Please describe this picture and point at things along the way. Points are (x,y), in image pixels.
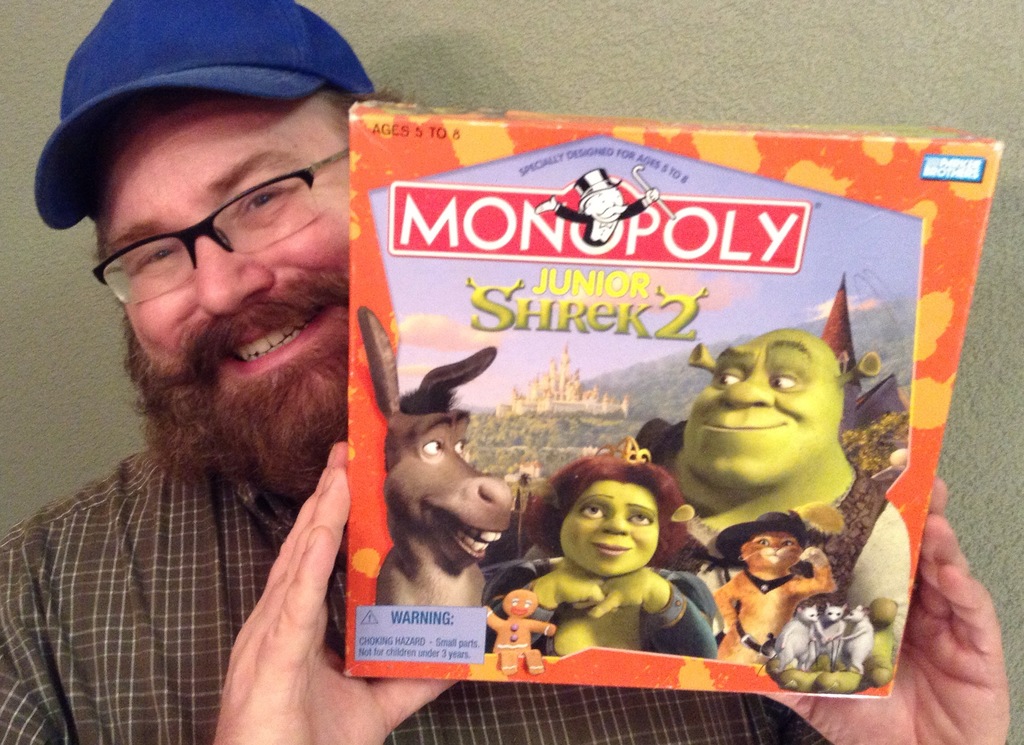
In this image, we can see a man (271,361), he is holding a box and he is smiling, in the background (435,11) we can see a wall (748,43).
